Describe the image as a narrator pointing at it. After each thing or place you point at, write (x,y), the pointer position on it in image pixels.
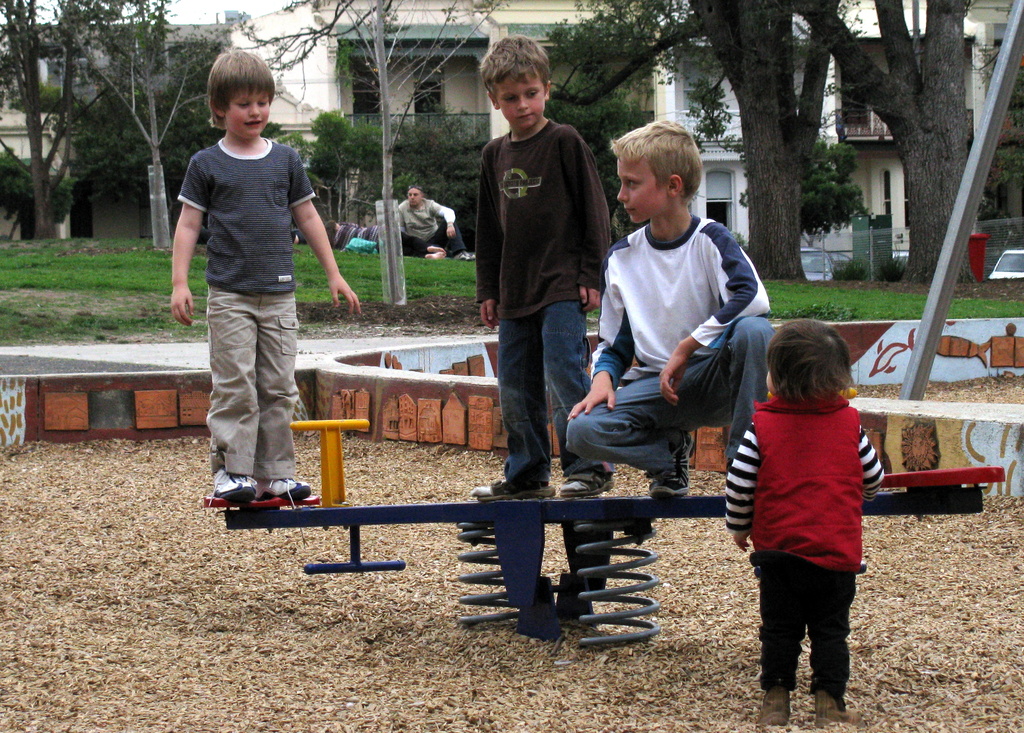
In the background (642,104) we can see buildings (466,89), trees (716,94), vehicles (1004,273). A person (440,219) is sitting on the grass (18,270). We can see four kids (726,354). This is a seesaw (568,532).
